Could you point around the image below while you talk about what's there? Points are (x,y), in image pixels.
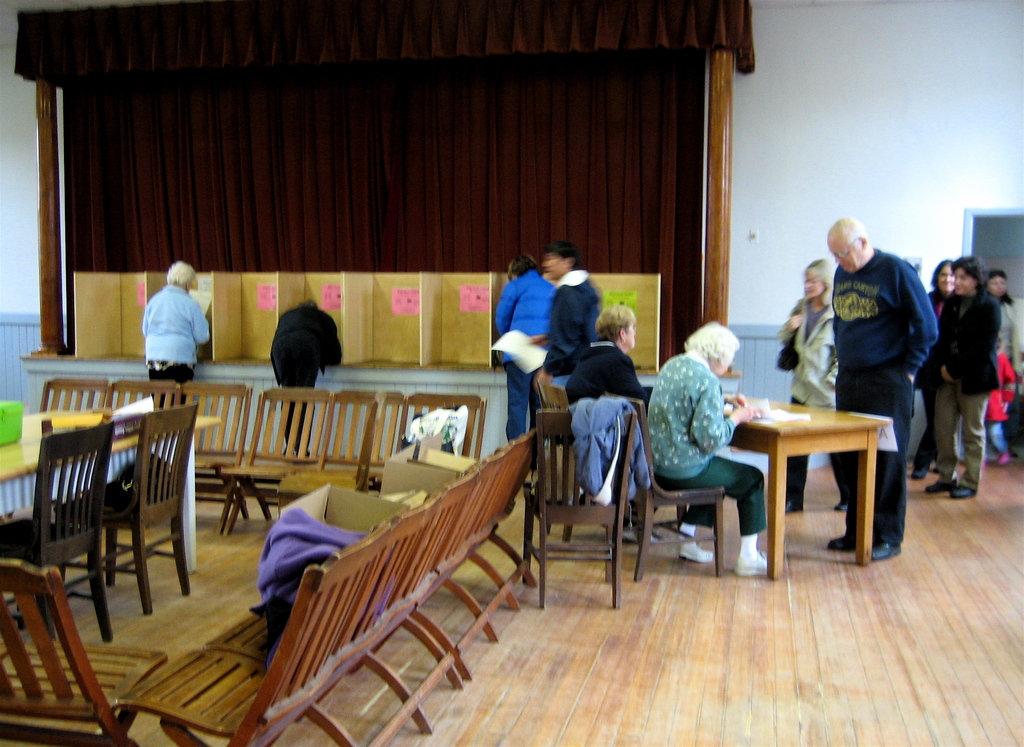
In this image I see few people (867,276) in which these both of them are sitting on chairs (628,436) and I see rest of them are standing and I see a table (843,430) and I see lot of empty chairs (347,463) and I see another table (28,450) over here and I see something over here and I see the floor (996,623). In the background (775,251) I see the wall (775,251) and I see the brown color curtain (431,119) over here.
